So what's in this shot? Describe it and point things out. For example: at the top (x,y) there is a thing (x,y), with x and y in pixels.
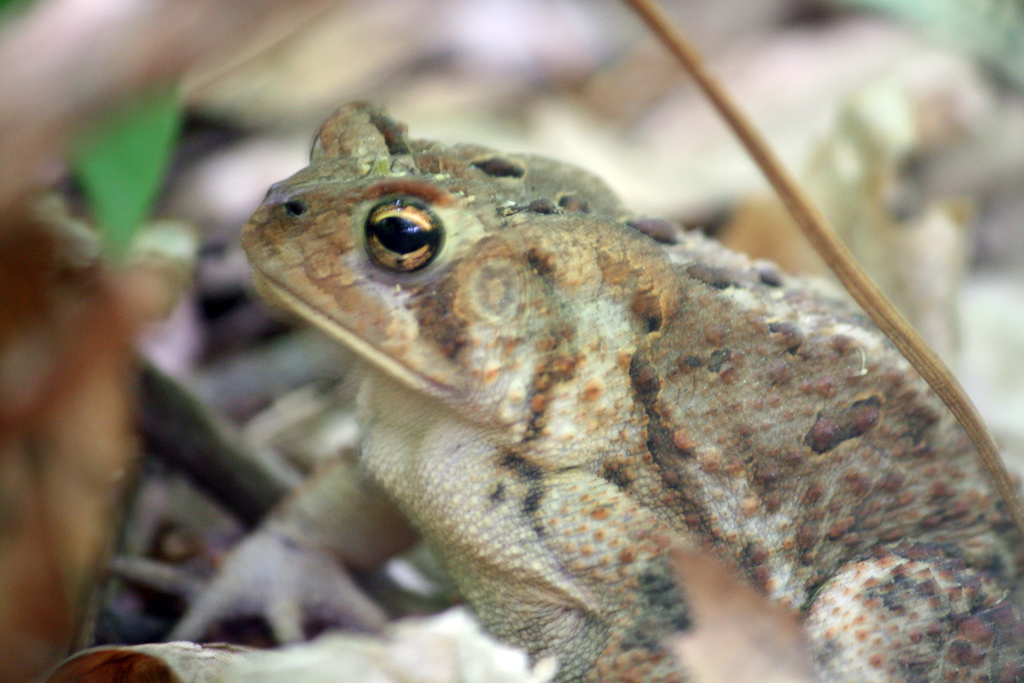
In this image I can see a frog (523,428) which is facing towards the left side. The background (1011,76) is blurred.
